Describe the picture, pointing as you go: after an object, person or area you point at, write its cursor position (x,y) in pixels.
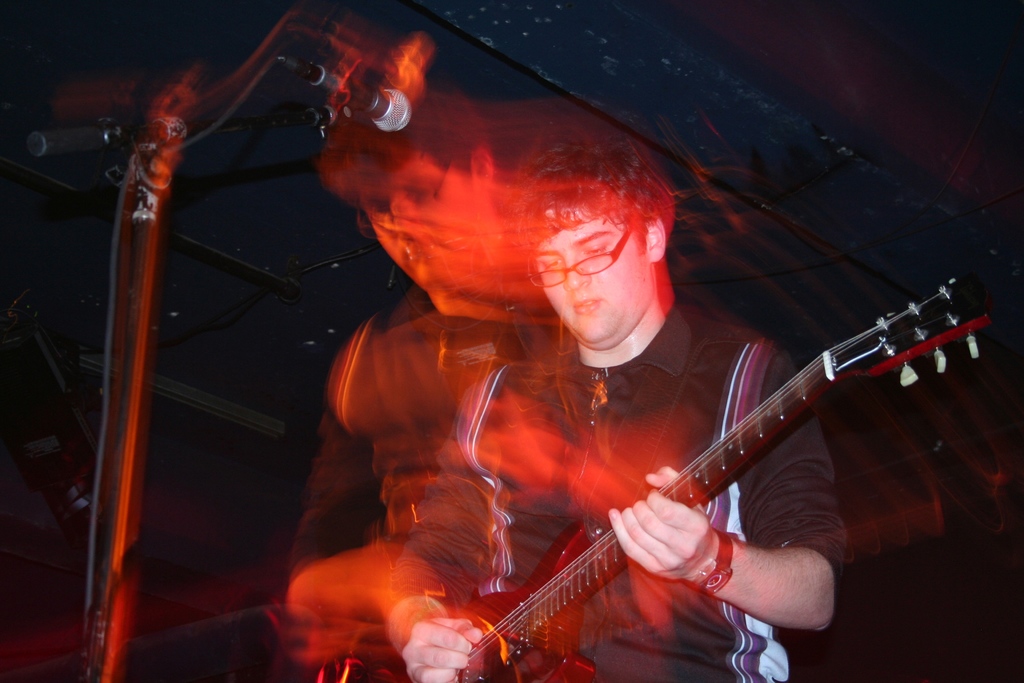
In this picture there is a man (611,374) who is playing a guitar (481,607). There is also a mic (390,118).
